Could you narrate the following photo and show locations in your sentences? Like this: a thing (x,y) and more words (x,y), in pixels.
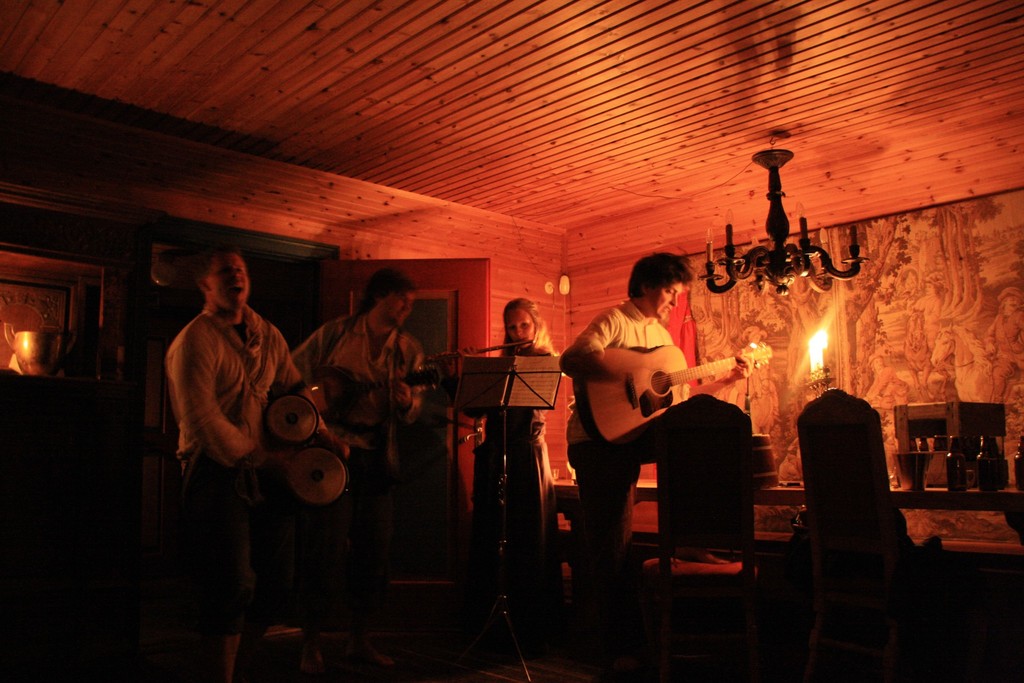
The picture consist of a music band (600,318), the guy (617,318) in the front (613,442) playing guitar (647,404) and the guy (263,339) on left side (265,330) singing and playing drum (334,460) and girl (517,320) in middle (508,434) playing flute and guy (378,363) beside her playing guitar (396,402). There is candle (820,366) on right side wall (875,357) and chandelier (782,230) to the ceiling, the right side wall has painting (876,327) on it and there are bottles (993,460) on the shelf (941,487). In front there is a chair (838,521) and there is a jug (34,346) at left side (29,367) corner of the room (39,372).
